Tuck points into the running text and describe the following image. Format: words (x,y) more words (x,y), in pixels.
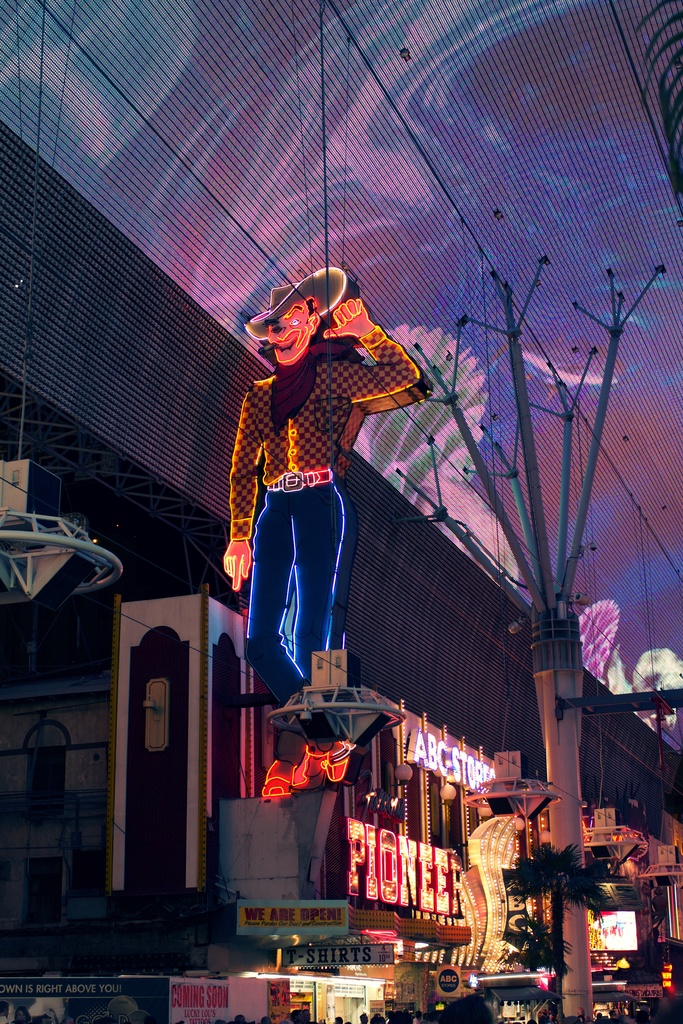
In this image there is a building (395,740), there are boards (381,815), there is text (392,892) on the boards (312,909), there is a pole (564,723) towards the bottom of the image (572,863), there is a tree (572,891) towards the bottom of the image (587,895), there are persons head (446,1021) visible towards the bottom of the image (309,1013), there is a man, he is wearing a cap (295,289), there is roof (298,271) towards the top of the image (386,126), there is an object (53,507) towards the left of the image (66,535), the object (53,527) is hanging from the roof (79,281), there are objects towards the right of the image (614,704).
